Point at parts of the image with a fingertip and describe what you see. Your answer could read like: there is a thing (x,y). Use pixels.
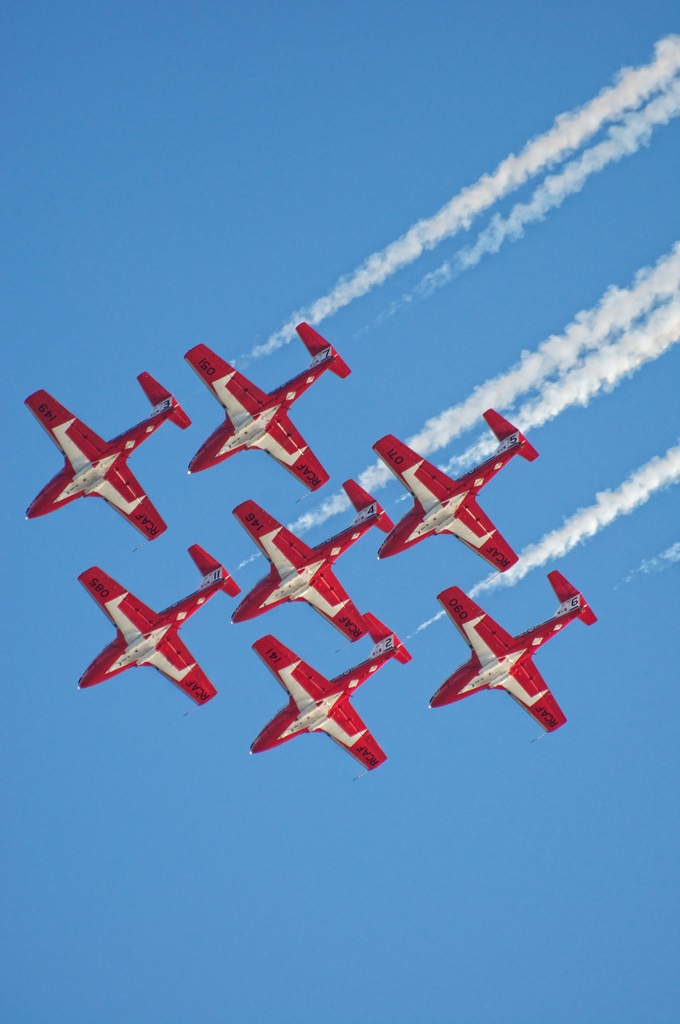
In this image there are seven red colour airplanes (370,505) flying in the sky (463,394). They are emitting the smoke (624,133).
